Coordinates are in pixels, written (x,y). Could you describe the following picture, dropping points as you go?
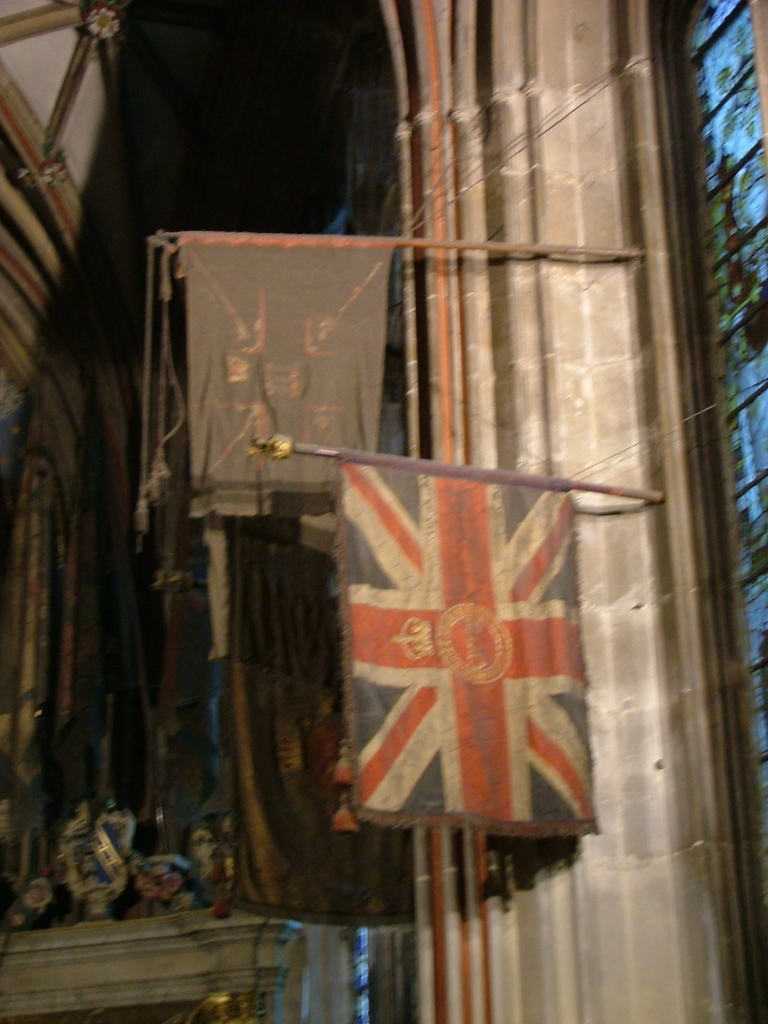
In this picture we can see few flags (409,585), metal rods (440,470) and a stained glass (723,317).
